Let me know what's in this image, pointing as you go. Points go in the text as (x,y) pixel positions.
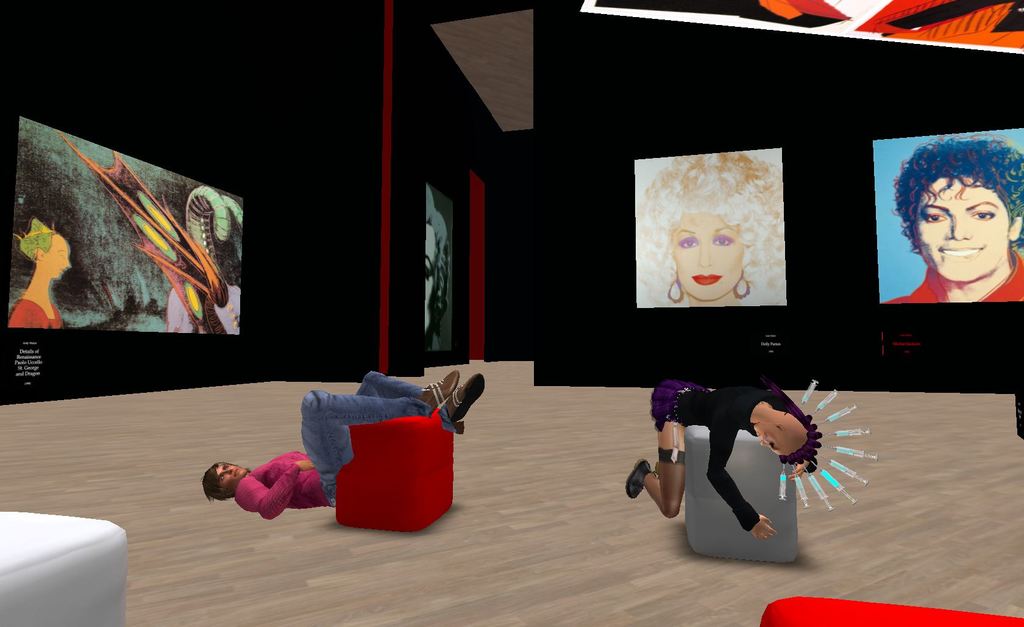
This image is an animation. In this image there are couches (391,524) and we can see people (305,459). In the background (210,263) there are screens (694,248).
